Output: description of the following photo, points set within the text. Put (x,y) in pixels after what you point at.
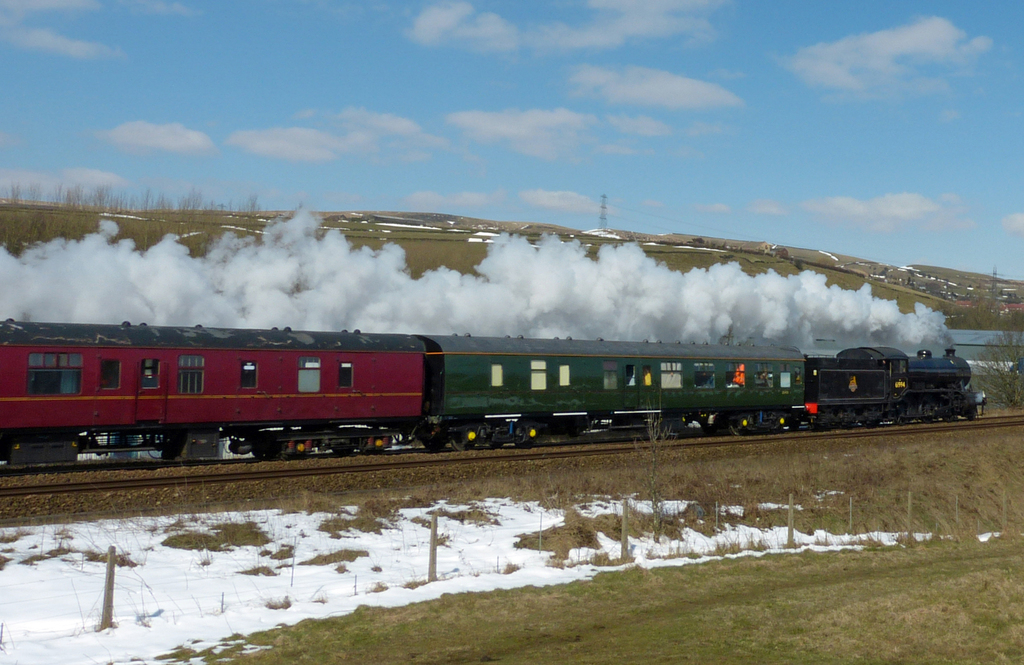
In this picture there is a train (552,390) on the track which is moving towards the right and it is releasing smoke (300,226). At the bottom (512,531), there is grass (496,489) and snow (697,561). In the background (192,207) there are hills (744,244) and sky (536,81).
